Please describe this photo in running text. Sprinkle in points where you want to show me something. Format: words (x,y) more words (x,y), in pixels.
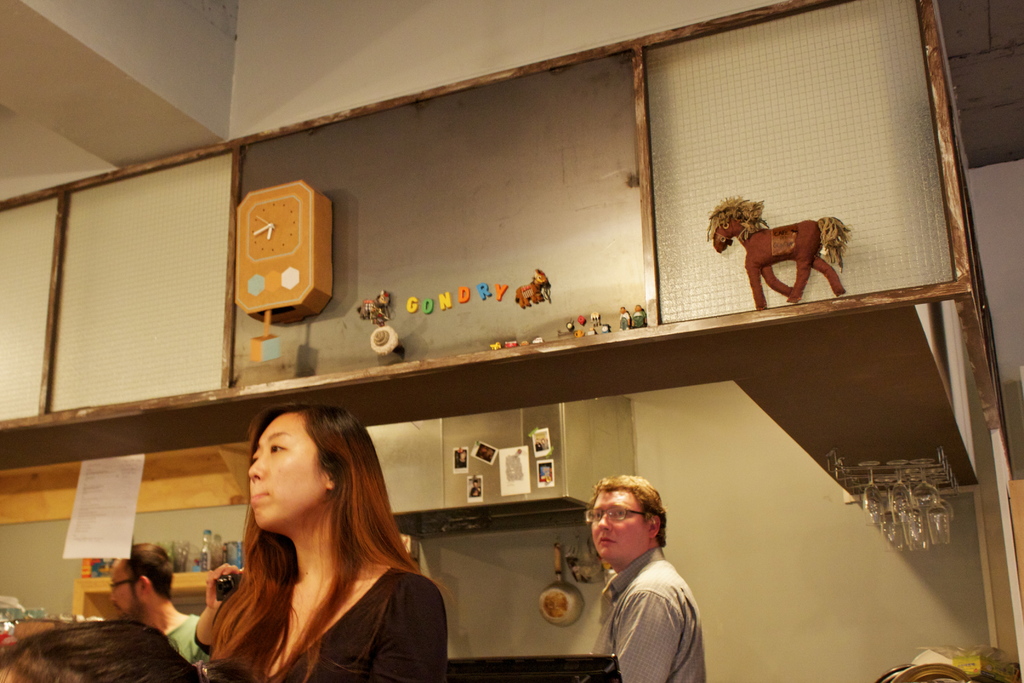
At the bottom of the picture (400,626) there are people (180,638), bottles (214,558), wall (473,613) and other objects (27,608). In the center of the picture (592,454) there are glasses (917,498), ventilator (564,458), stickers (492,449), pans (554,600), paper (113,491) and other objects (156,501). At the top (302,201) there are clock (273,232), toys (773,231) and wall (504,52).
